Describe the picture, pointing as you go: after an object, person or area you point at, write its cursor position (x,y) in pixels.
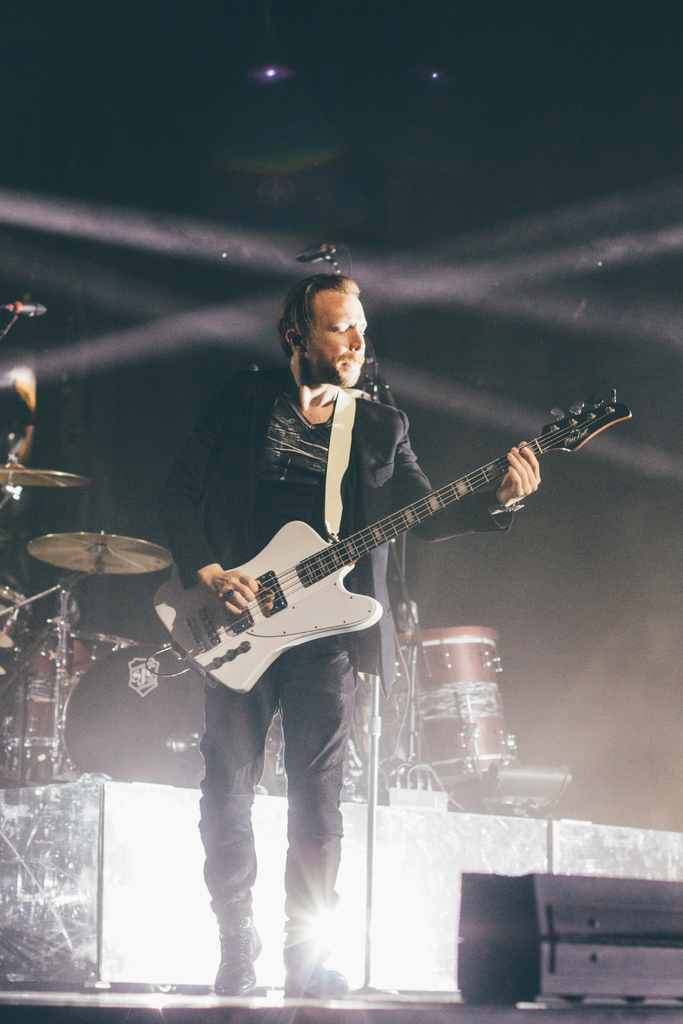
In this image there is a person (323,447) wearing black color dress (319,520) playing guitar (329,552) and at the background of the image (41,702) there are drums (42,691) and microphones (325,246).
